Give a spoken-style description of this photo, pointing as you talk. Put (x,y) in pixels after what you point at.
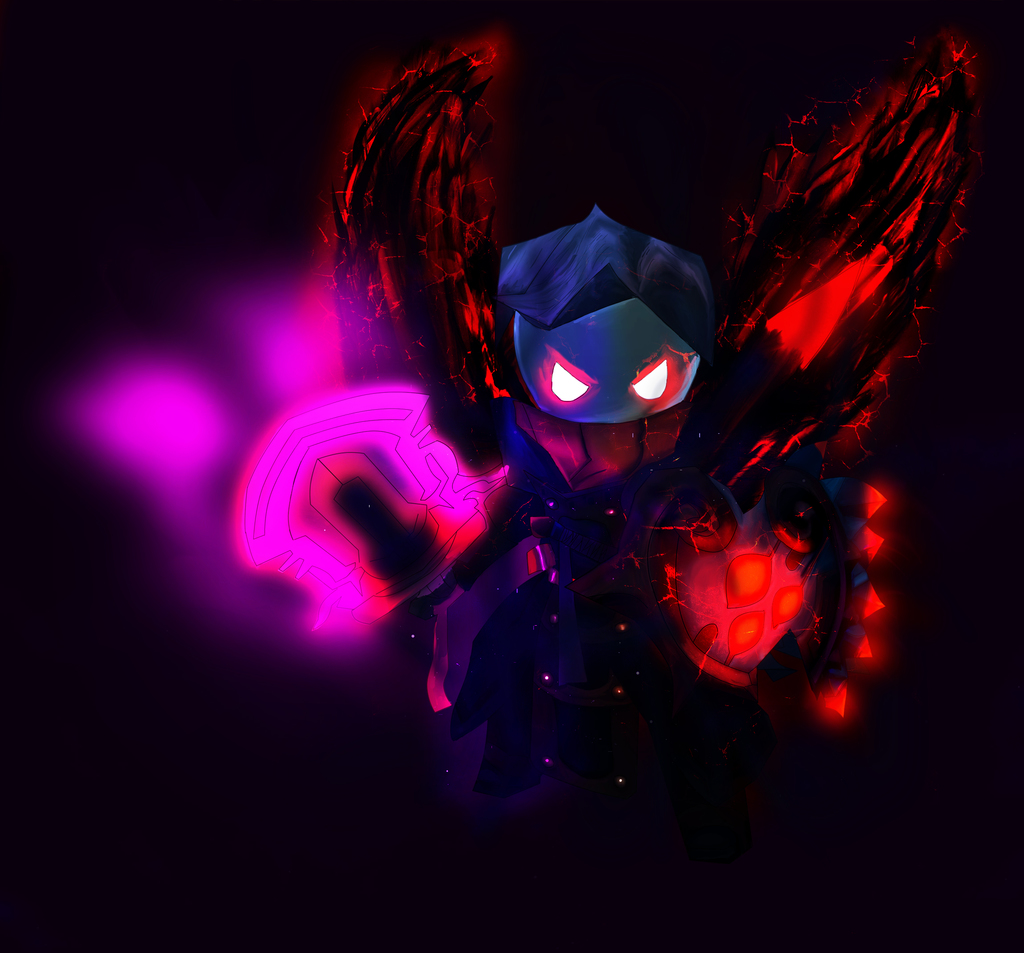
This picture is an edited picture. In this image there is a toy (418,101). At the back (48,172) there is a black background.
